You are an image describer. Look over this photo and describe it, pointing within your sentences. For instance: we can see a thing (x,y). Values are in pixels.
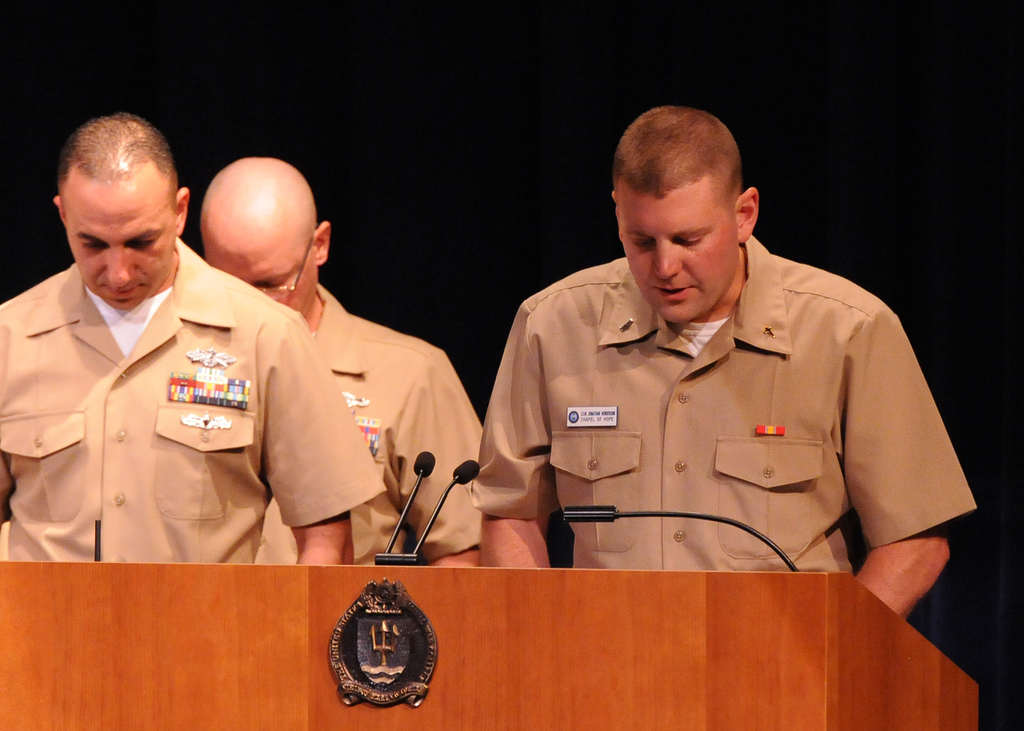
In this image there is a podium (149,695) having few mics (716,516). Behind there are few persons (380,410) standing. They are wearing uniforms (644,389). Background (411,128) is in black colour.
